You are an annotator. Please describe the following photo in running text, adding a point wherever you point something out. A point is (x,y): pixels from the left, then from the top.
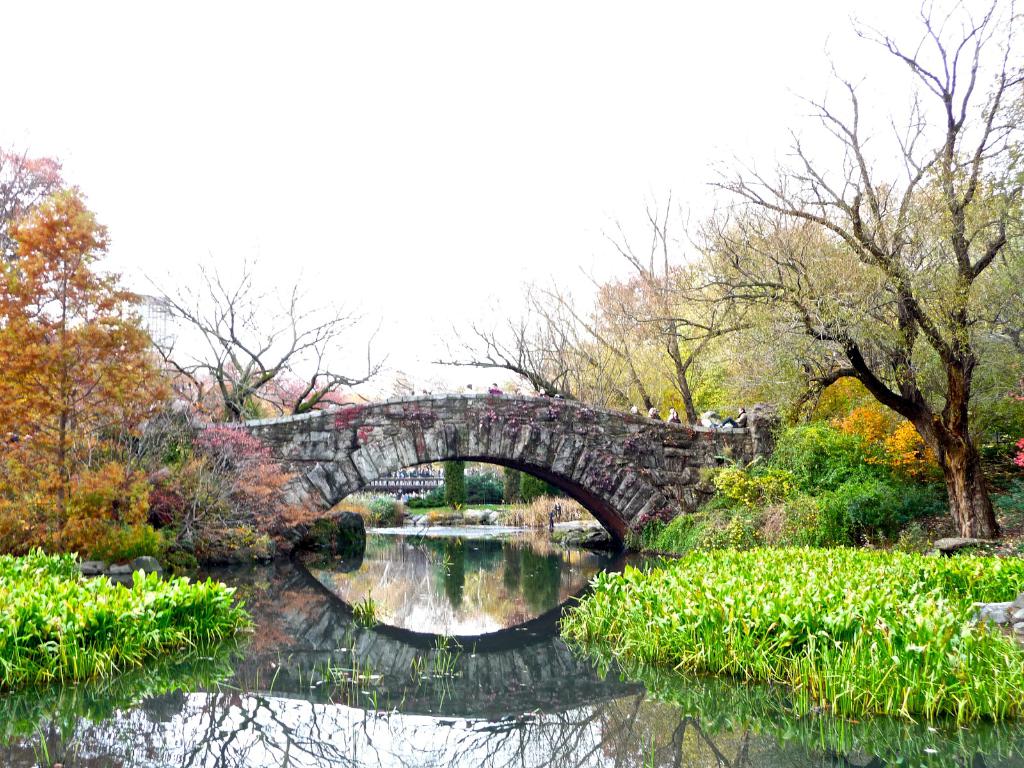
In this picture I can see trees (924,318) and a bridge (687,479) and water (397,658) and few plants (64,593) in the water (865,740) and few people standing on the bridge (600,427) and i can see another bridge (420,477) on the back (391,480) and a cloudy Sky (353,271).
